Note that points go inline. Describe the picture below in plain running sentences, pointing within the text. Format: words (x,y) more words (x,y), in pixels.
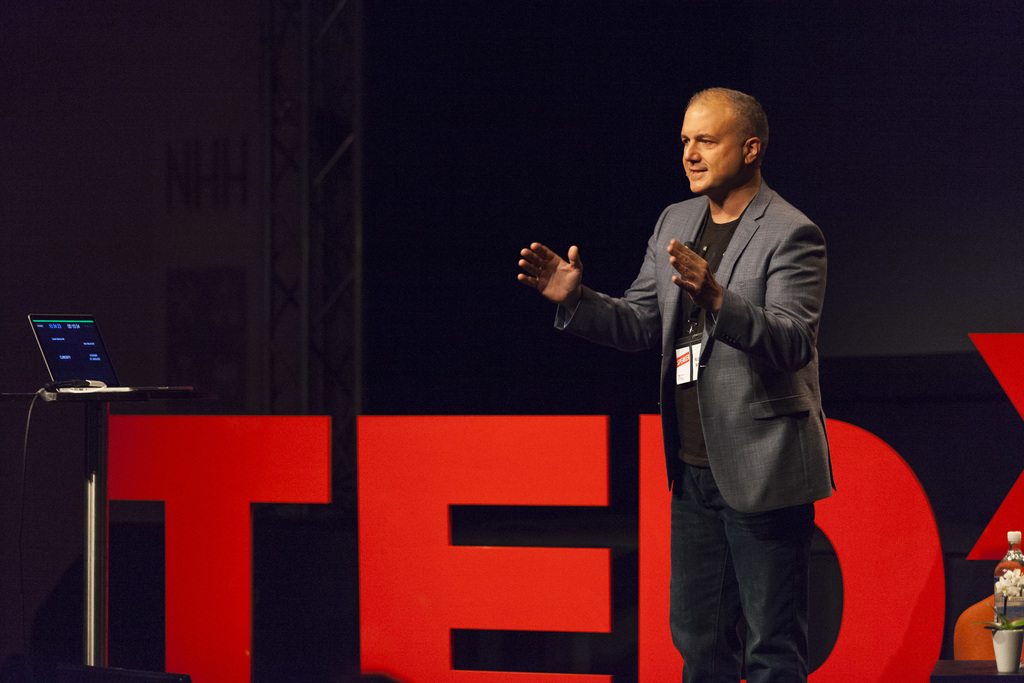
In this picture there is a person (768,220) standing on the stage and he is talking. On the right side of the image (1023,609) there is a bottle (1010,543) and flower vase (1006,591) on the table (1008,682). At the back (441,546) there is a hoarding (435,538). On the left side of the image (53,334) there is a laptop (107,360) on the table (92,629).
